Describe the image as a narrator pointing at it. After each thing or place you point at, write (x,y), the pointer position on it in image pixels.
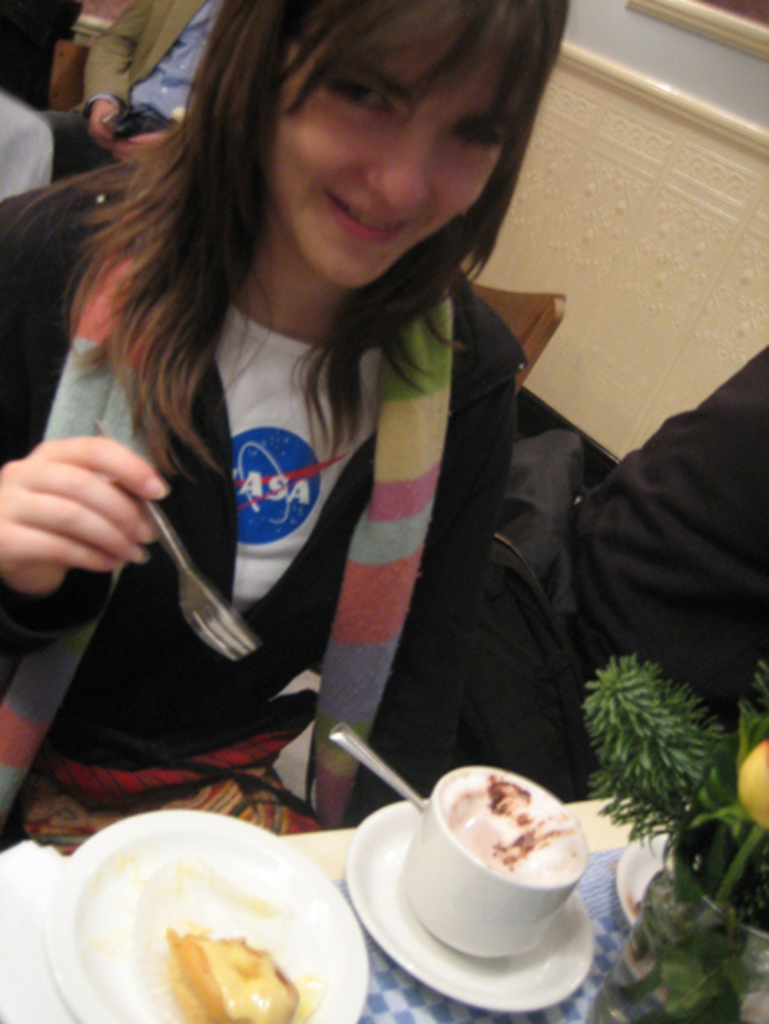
In the picture I can see a woman (81,438) wearing black jacket (129,649) is holding a fork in her hand (80,468) and there is a table (387,1018) in front of her which has a cup (539,884) of coffee (525,860), an edible (227,961) and some other objects (518,979) on it and there is a person (685,520) in the right corner (658,552) and there are few other persons (168,58) in the background (139,69).
